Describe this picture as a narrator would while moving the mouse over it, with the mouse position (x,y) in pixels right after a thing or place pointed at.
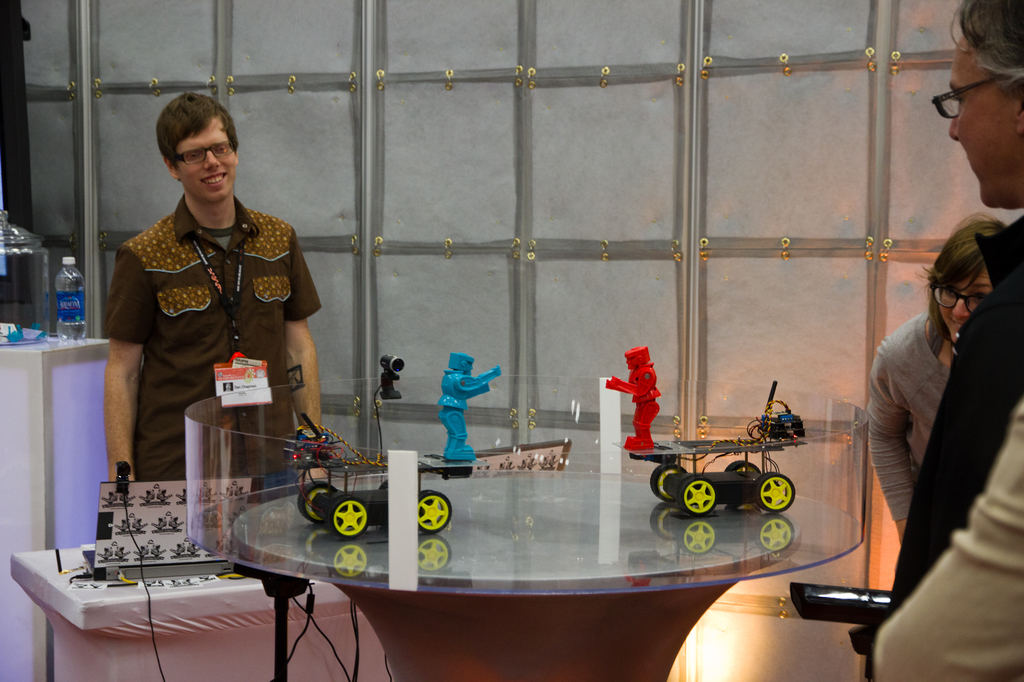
There are few people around the table (552,554) on which toys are there.
